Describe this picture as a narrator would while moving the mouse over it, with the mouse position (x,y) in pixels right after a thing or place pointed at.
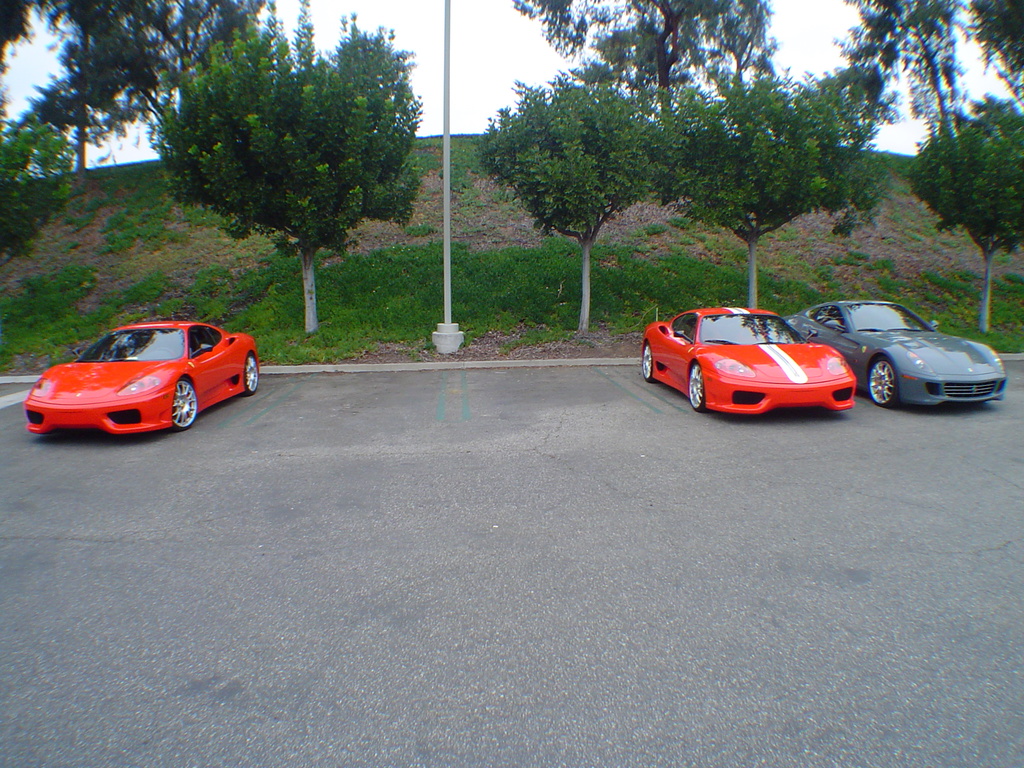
In this image in the center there are three cars (78,392), at the bottom (537,630) there is road (396,506) and in the background (475,175) there are some trees (959,175) and grass (436,258). In the center (449,262) there is a pole (450,305), and at the top (456,127) there is sky (464,127).
